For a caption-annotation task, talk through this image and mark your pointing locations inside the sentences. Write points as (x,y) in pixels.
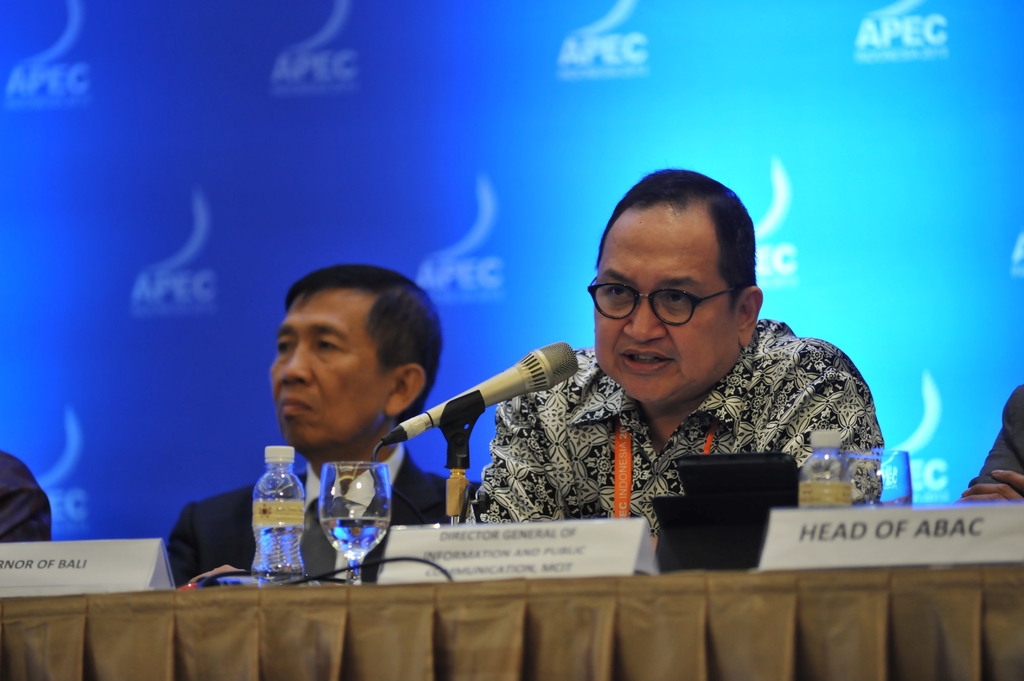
In this image there is a man (617,416) sitting in the chair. In front of him there is a table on which there are bottles (272,490), name boards (504,554), glasses (347,510) and a mic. In the background (511,91) there is a banner (560,75). There are few people (298,390) sitting beside him.
